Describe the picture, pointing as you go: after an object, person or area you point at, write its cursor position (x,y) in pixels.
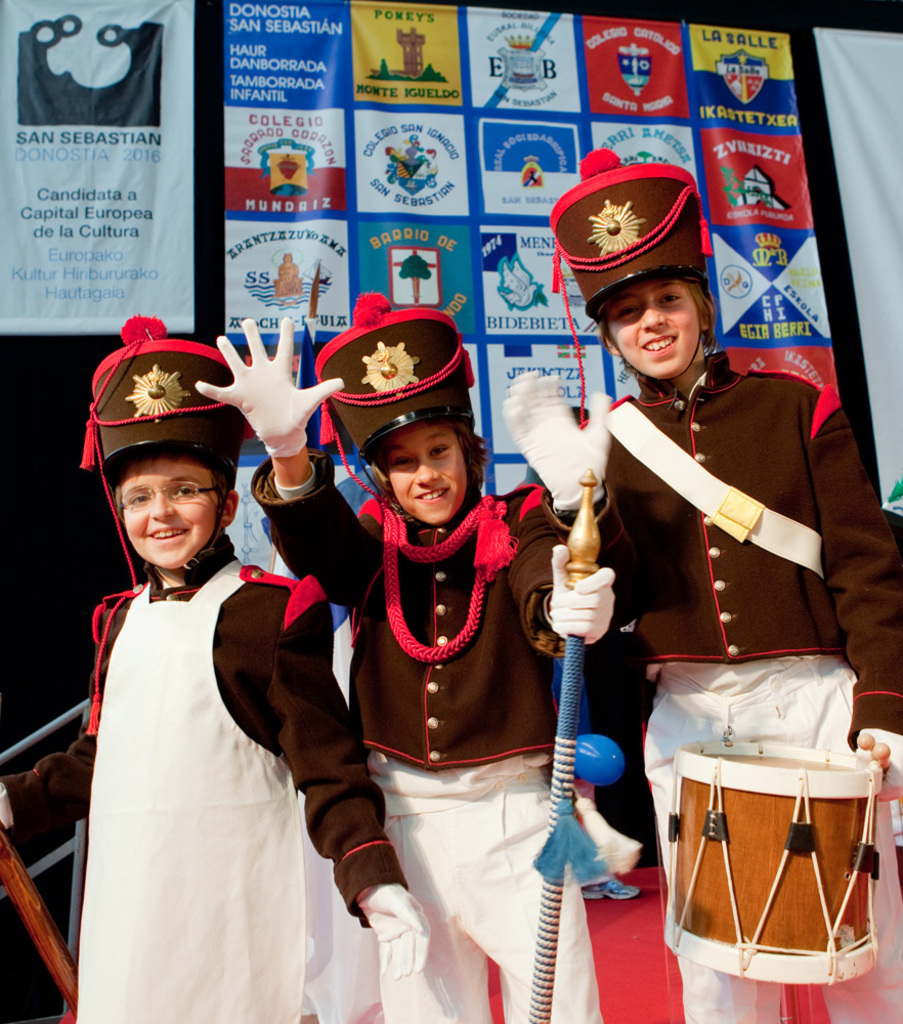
In this image, There are three kids (778,589) standing and, In the right side of the image (685,579), There is a person (710,574) holding a music instrument (745,811) and in the middle (490,611) there is a boy (490,611) holding a stick (560,735) and he is raising his hand (306,457) on the left (143,633) there is a boy (172,555) wearing a hat (206,414), In the background (487,342) there is a poster (572,119) which is in white and blue color.
